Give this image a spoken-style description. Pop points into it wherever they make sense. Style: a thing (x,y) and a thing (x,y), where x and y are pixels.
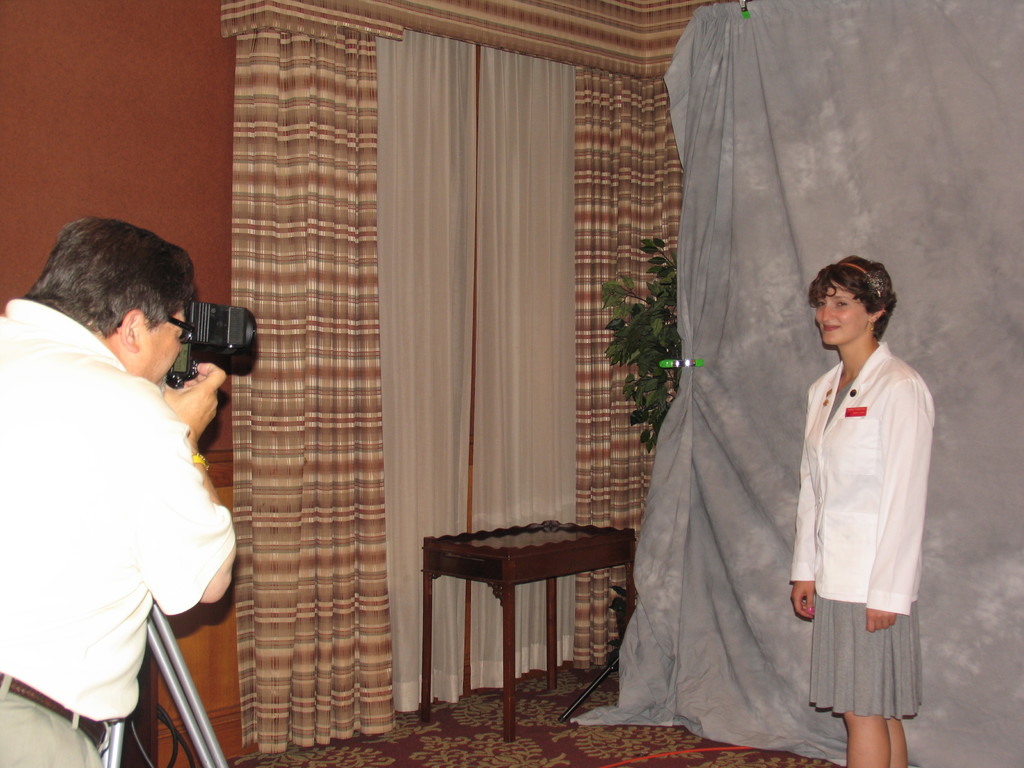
In the bottom left corner of the image (109,573) a person (166,330) is standing and holding a camera (205,317). In the bottom right corner of the image (881,762) a woman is standing and smiling. Behind her there is a curtain (1016,151) and there is a plant (665,284). In the middle of the image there is a table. Behind the table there is a wall (15,114) and curtain (646,112).
